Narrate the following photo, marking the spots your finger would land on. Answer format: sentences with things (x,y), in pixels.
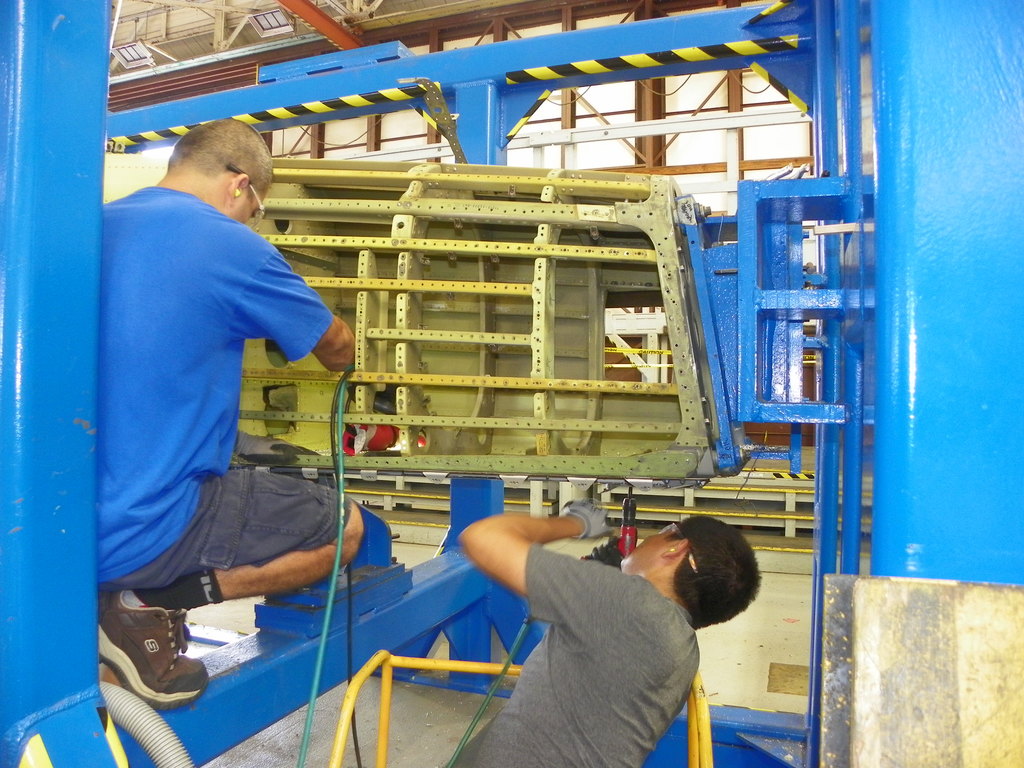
In this image there are two workers (563,564) fixing a metal object (380,356) in front of him by holding some tools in their hands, in the background of the image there are metal rods (353,285).
